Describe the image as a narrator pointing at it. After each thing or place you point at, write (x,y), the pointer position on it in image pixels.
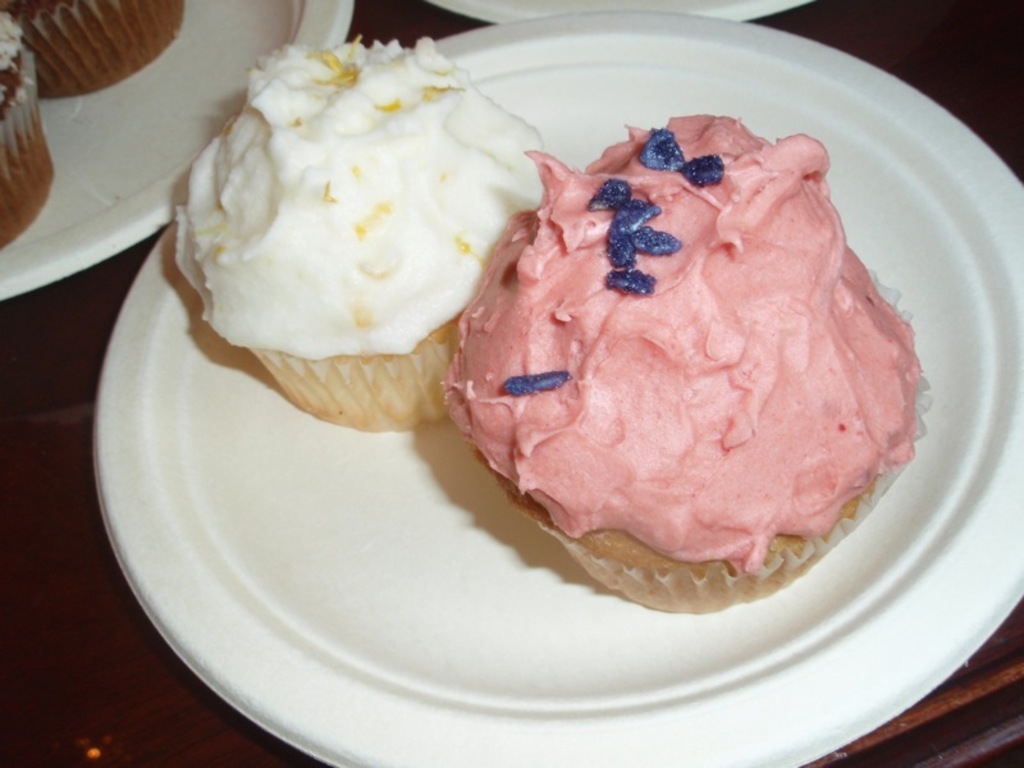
In this picture we can see some food (512,416) in plates (199,29).
